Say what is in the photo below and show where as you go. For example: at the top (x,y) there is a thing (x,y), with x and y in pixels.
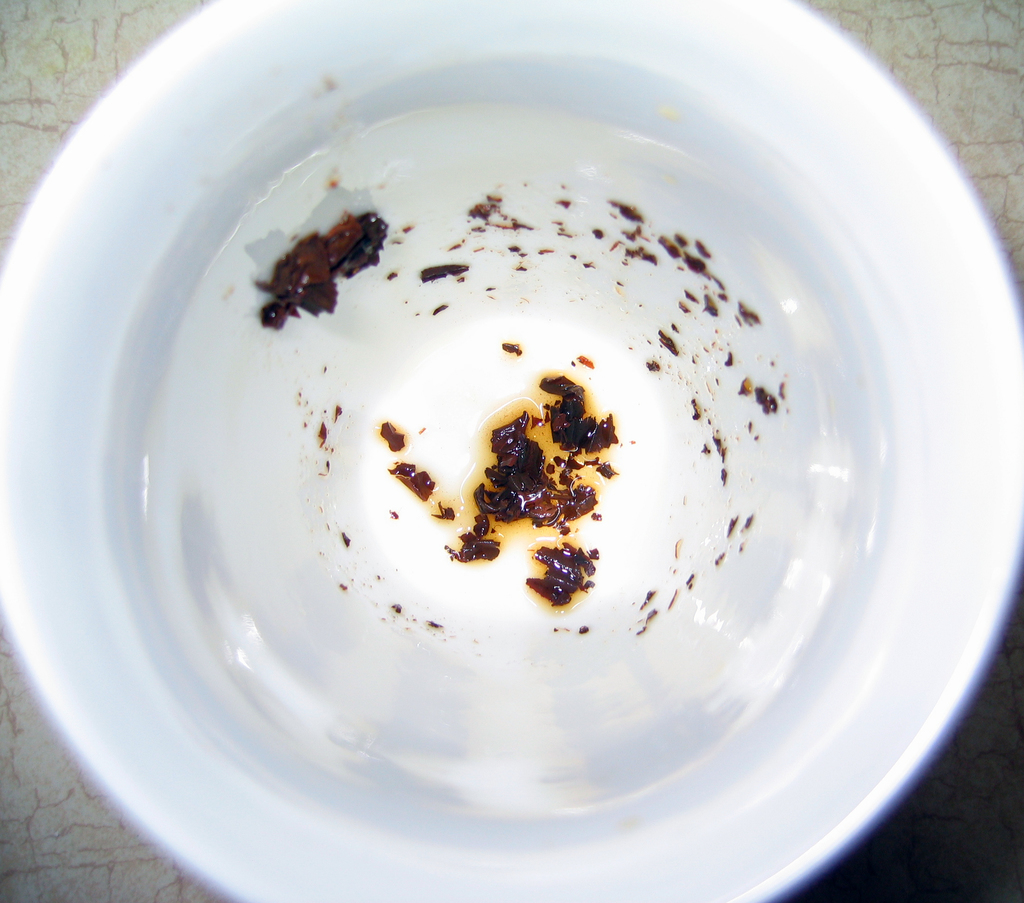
In this image we can see an object (270,116) looks like a cup (496,101) with some drink (584,481) and tea leaves (354,275).
